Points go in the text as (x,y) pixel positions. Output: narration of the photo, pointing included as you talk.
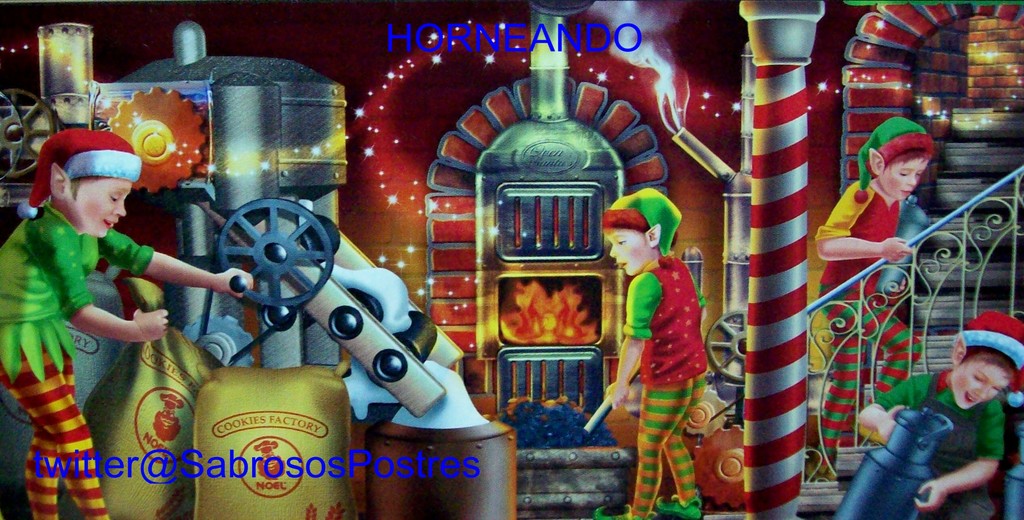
In this image I can see few people (849,389) holding something. I can see a machine (339,284), bags (328,450), poles (815,18), stairs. They are in different color.
